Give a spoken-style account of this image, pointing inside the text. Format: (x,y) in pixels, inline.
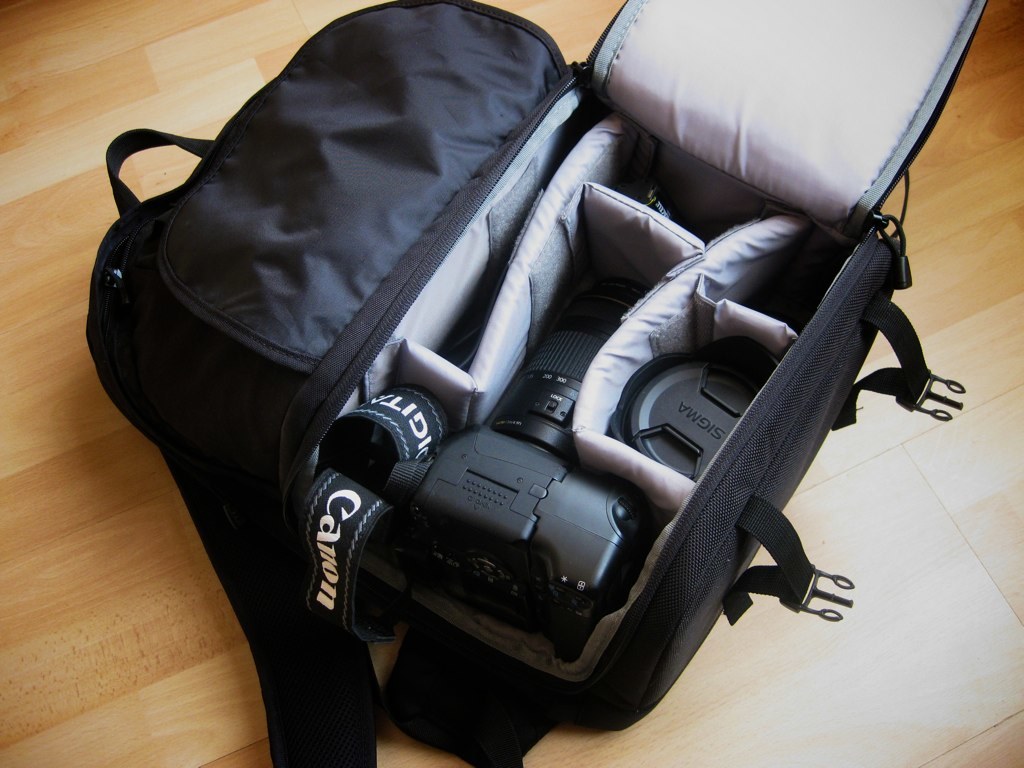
In this image we can see a bag (738,422) in which camera (553,483) is placed.
